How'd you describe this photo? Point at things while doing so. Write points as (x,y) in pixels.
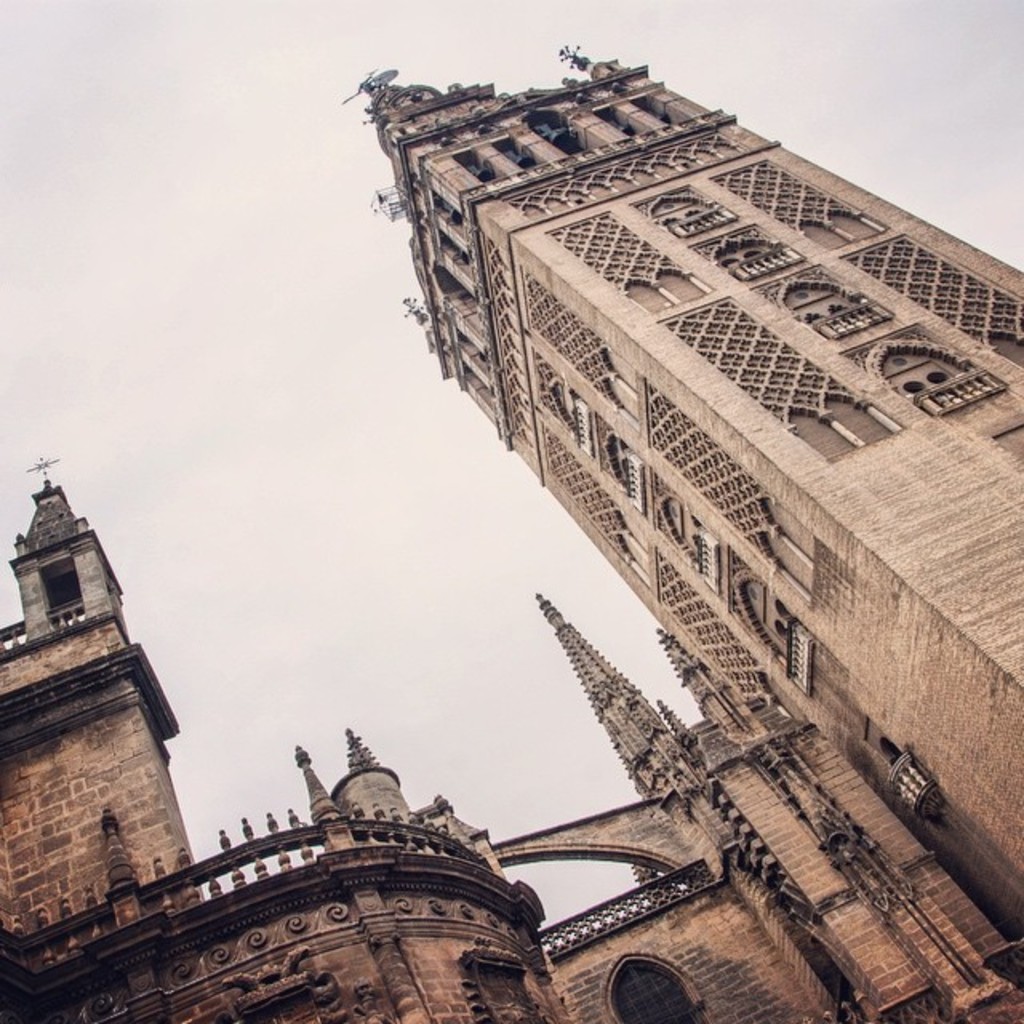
In the center of the image (508,388) there is a church (763,990).
